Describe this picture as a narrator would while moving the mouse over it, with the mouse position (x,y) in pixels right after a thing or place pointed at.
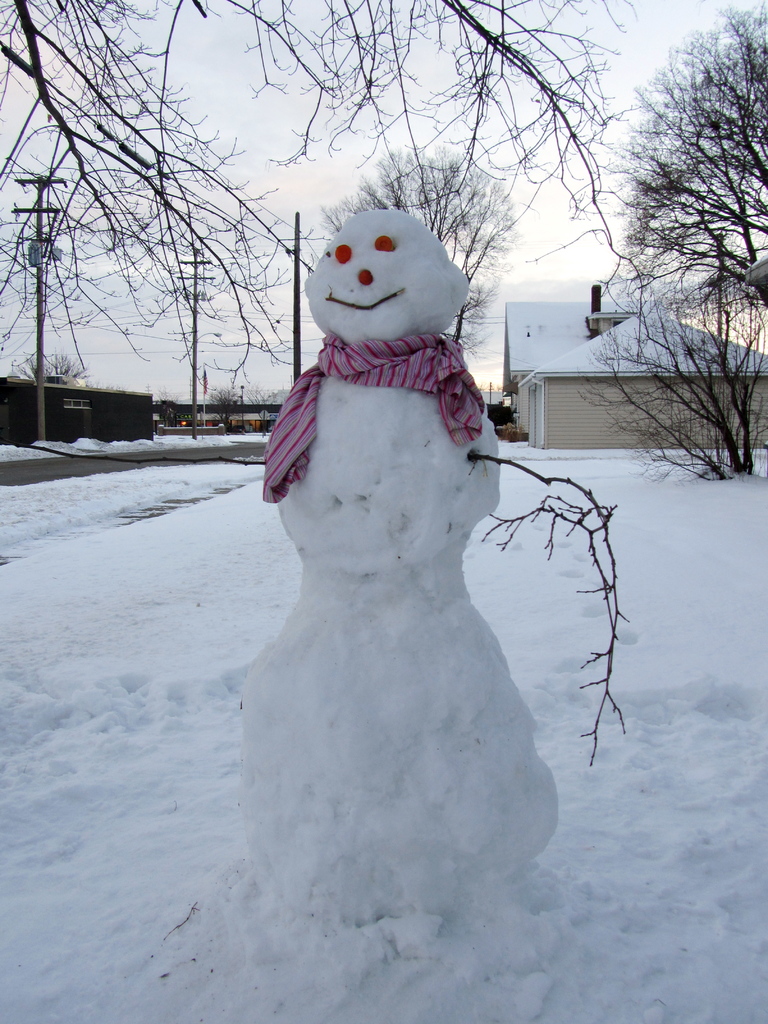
In this image, we can see an object (388,361) made with snow (392,320) and some cloth (350,369). There are a few trees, houses (569,337), poles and wires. We can see the ground (97,708) with some snow (163,584). We can also see the sky (523,250).
